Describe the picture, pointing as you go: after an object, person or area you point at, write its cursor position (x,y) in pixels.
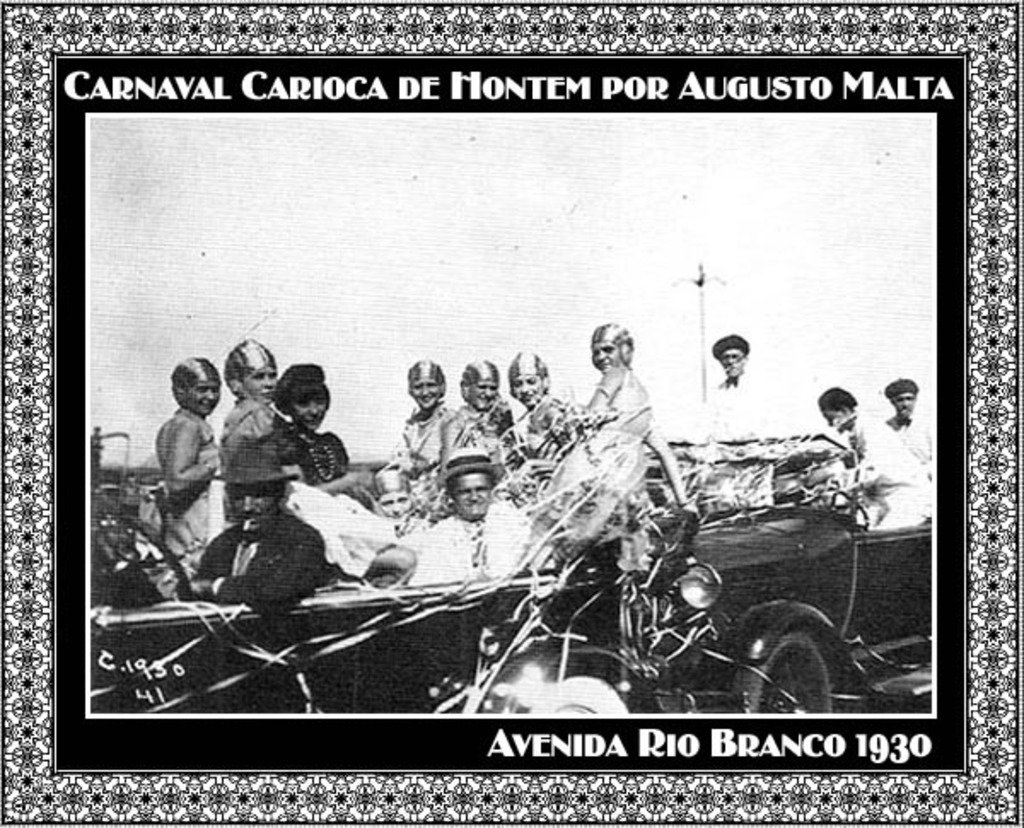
This is a black and white photo. In this picture we can see some people (386,471) are sitting in the vehicles (830,531). In the background of the image (177,274) we can see the sky (510,300) and pole (704,288). At the top (522,90) and bottom of the image (738,729) we can see the text (512,80).
